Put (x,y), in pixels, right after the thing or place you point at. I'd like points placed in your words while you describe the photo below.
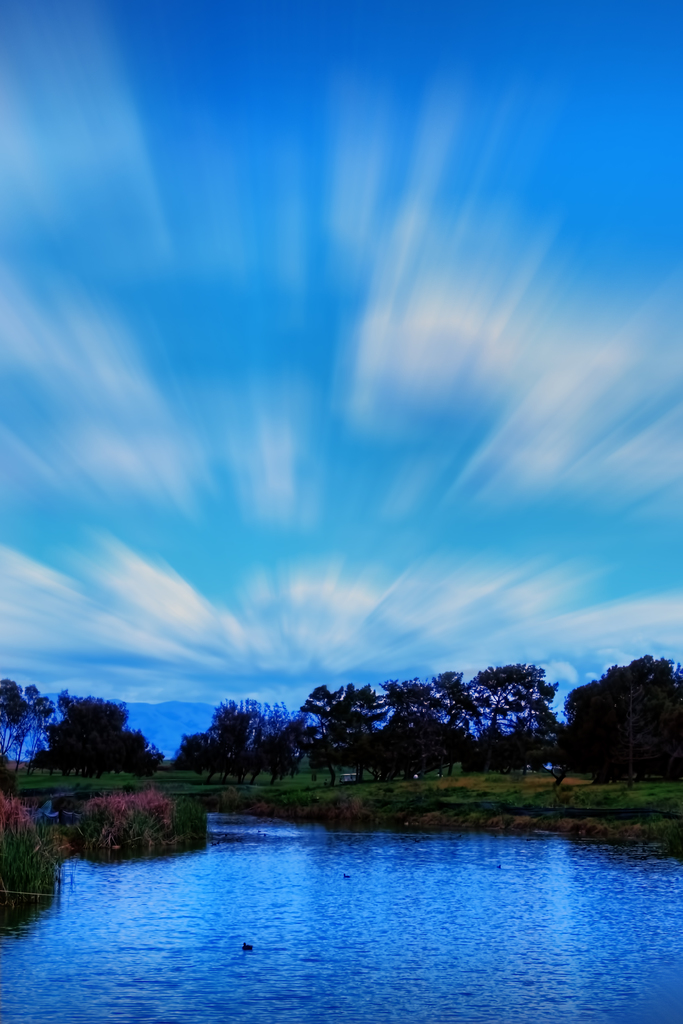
In this picture there are trees (619,682) and mountains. At the top (80,116) there is sky (140,363) and there are clouds (14,561). At the bottom (96,942) there is grass (584,793) and water (403,878).
